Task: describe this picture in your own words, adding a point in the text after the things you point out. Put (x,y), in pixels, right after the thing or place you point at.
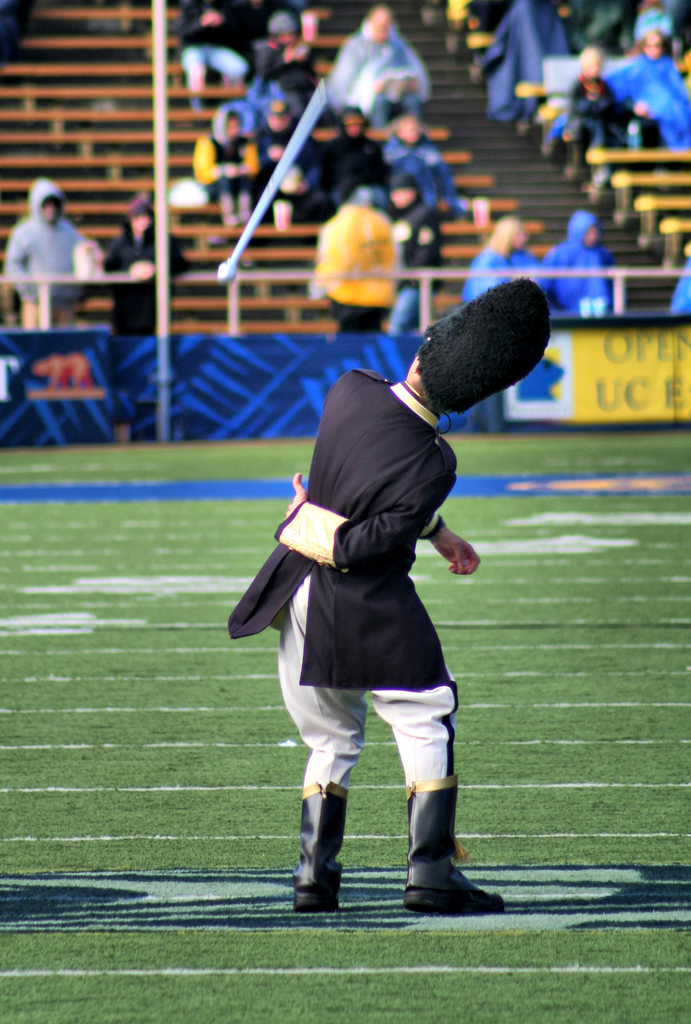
As we can see in the image there is stadium (187,538). In stadium (490,10) there is grass (112,726), few people (371,612) here and there, banners (574,382), pole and few of them are sitting on benches (458,159).
